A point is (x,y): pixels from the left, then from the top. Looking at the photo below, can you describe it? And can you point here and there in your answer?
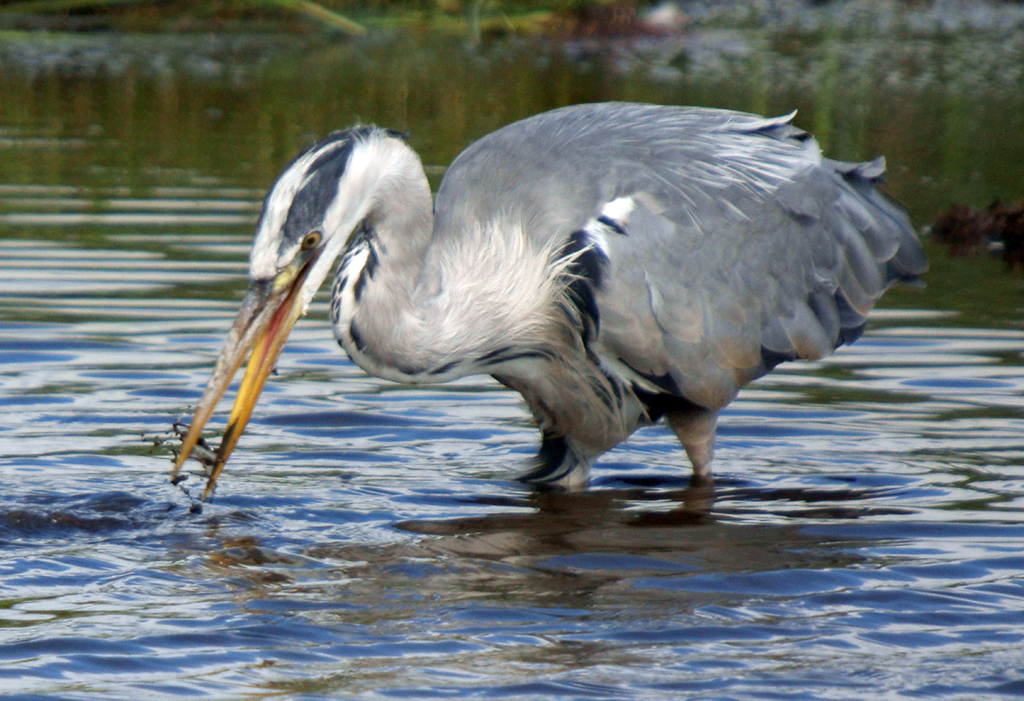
In the center of the picture (458,363) there is a bird (377,285) trying to catch fish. The bird (237,362) is in a water body (118,87). The background (100,93) is blurred.
